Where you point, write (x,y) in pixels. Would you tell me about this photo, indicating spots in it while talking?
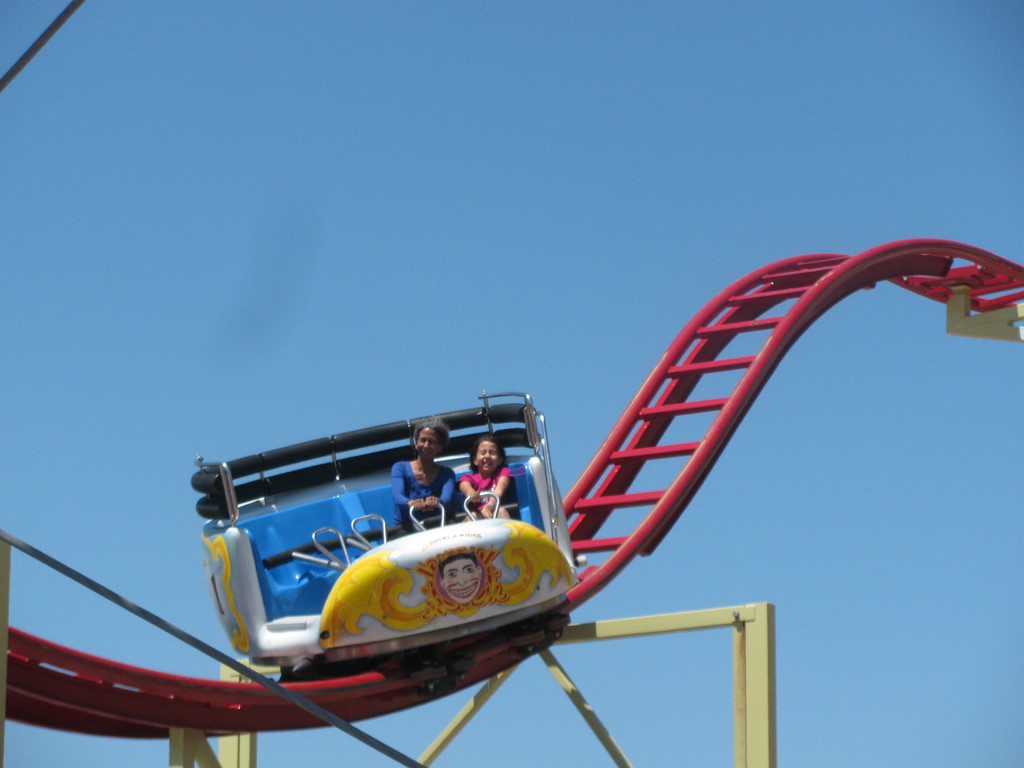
As we can see in the image there is sky (639,666) and roller coaster (362,606). In rollercoaster (528,524) there are two people (479,479) sitting.
